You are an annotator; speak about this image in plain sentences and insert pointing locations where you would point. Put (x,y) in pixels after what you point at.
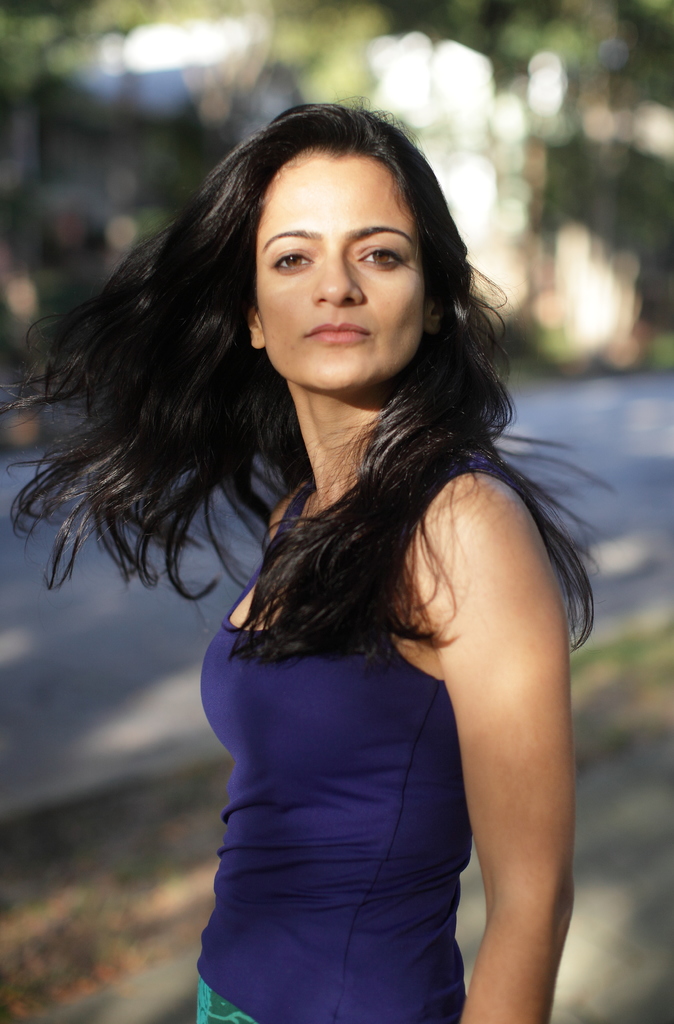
In this picture I can see there is a woman (487,955) standing and she is wearing a blue shirt (322,859) and there is a road (80,684) in the backdrop (609,105) and there are few trees (588,162). The backdrop (601,205) is blurred.
